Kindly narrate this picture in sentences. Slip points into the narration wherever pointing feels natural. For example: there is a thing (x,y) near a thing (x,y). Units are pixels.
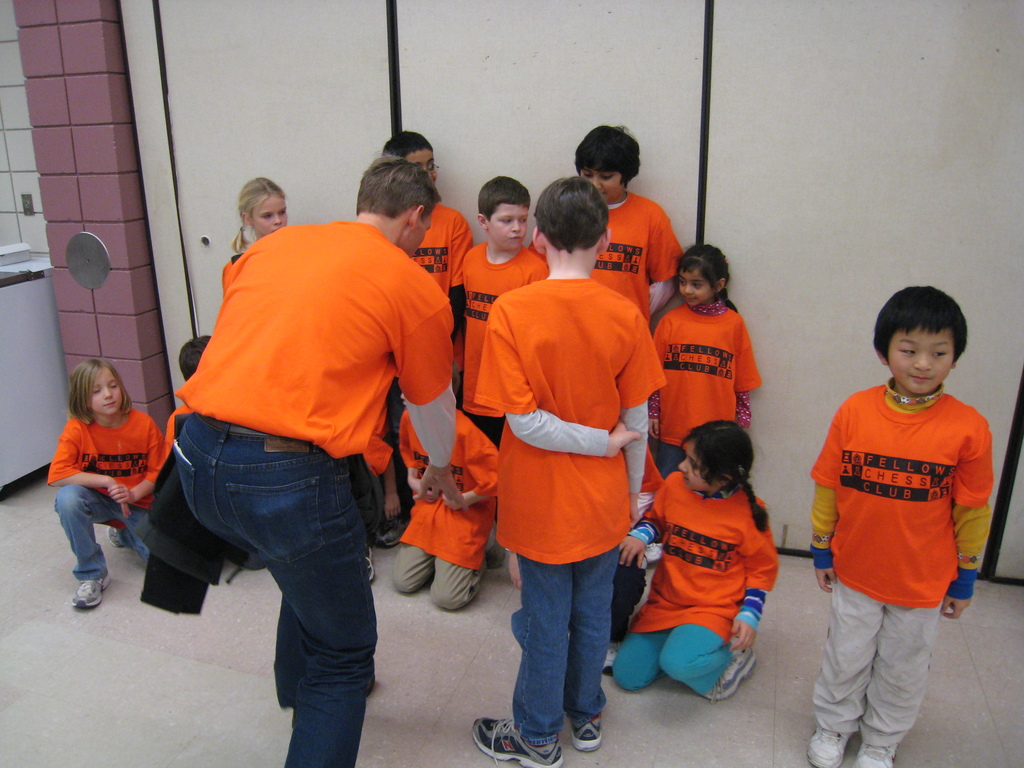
In this image I can see a man (384,270) and children (471,444). Some of them are standing and some of them are in kneeling down. In the background (270,172) I can see white color wall (722,191). These people (579,287) are wearing orange color t-shirts (532,476).
